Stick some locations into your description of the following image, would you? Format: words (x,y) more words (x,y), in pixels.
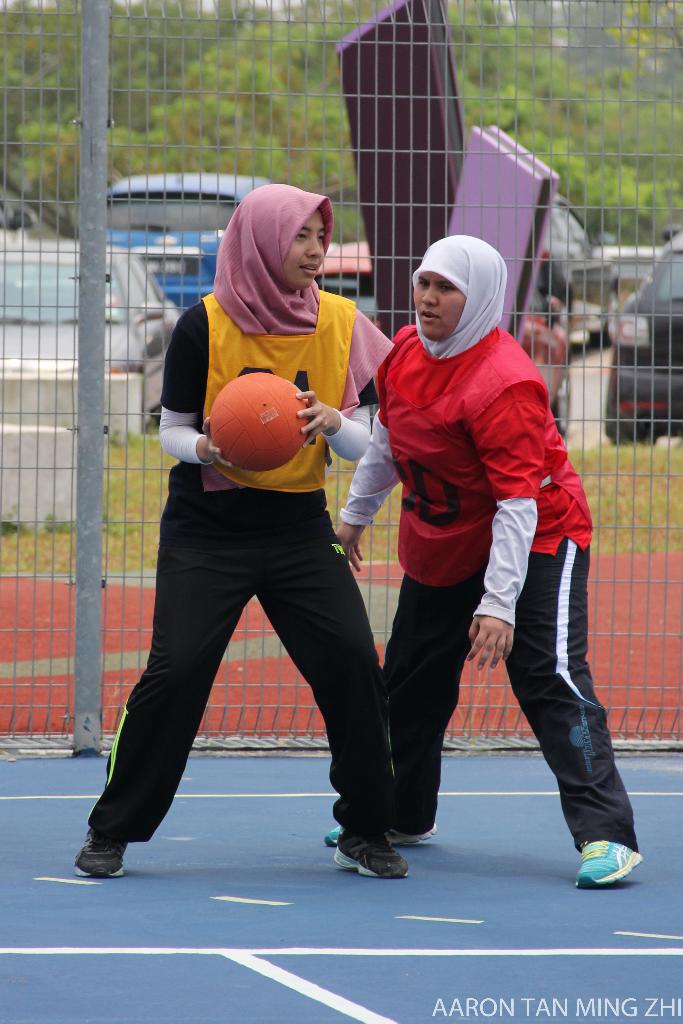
In the picture we can see two women (462,412) are standing on the basketball court (496,813) which is blue in color and one of them is holding basketball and they are in a sportswear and behind them, we can see a fencing (651,208) and behind it, we can see a path (58,732) and a grass surface (648,483) and behind it we can see some cars (34,322) are parked and in the background (604,215) we can see many trees (631,110).
